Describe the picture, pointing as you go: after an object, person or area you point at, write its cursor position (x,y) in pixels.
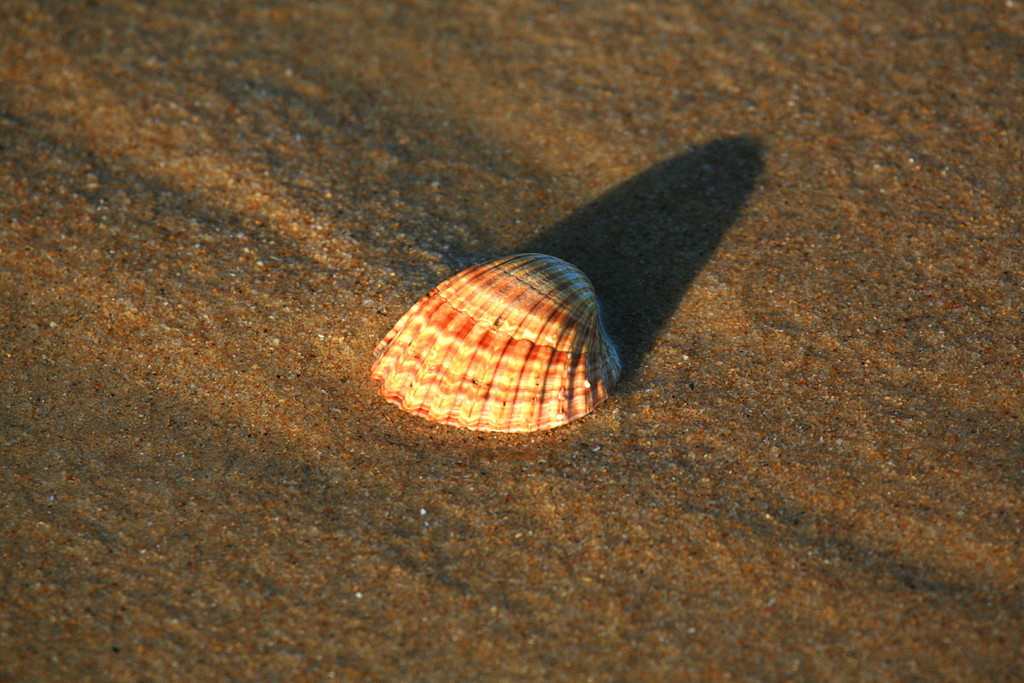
In the picture we can see a sand (377,436) which is wet on it, we can see a shell (428,371) which is white in color with some red color shades on it.
